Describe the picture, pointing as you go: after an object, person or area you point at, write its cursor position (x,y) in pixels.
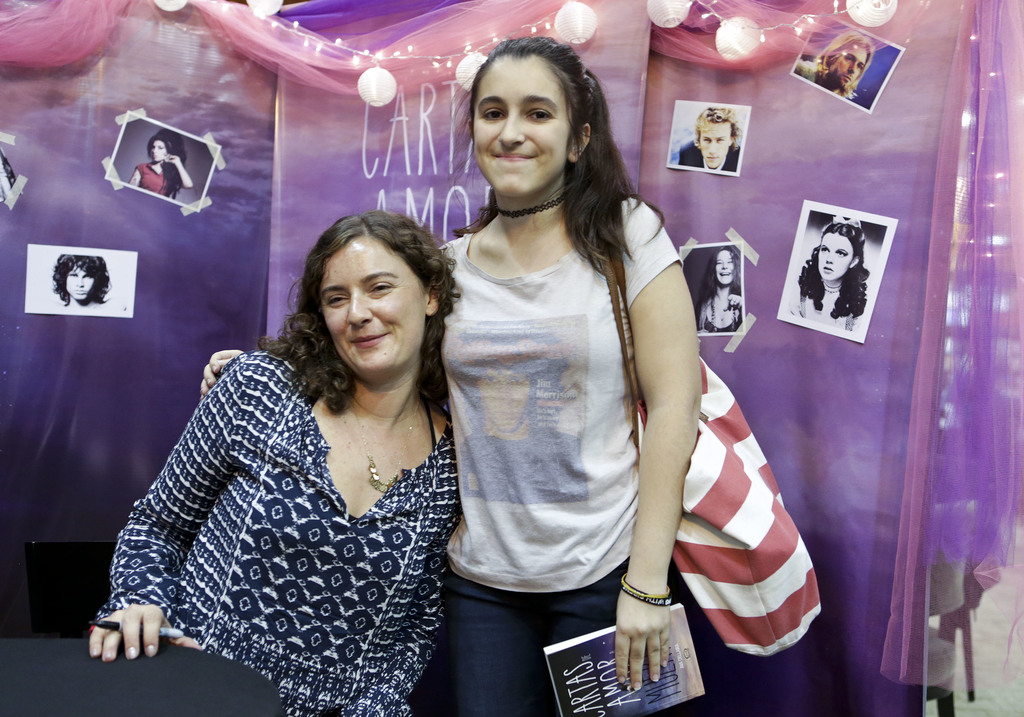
In this image there are two women (324,463) standing and posing for the camera with a smile on their face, one of the woman (515,340) is wearing a bag (704,420) and holding a book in her hand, behind them there are a few photographs (104,259) attached onto a cloth (199,321) and there are a few decorative lights (662,15) hanging behind them.
